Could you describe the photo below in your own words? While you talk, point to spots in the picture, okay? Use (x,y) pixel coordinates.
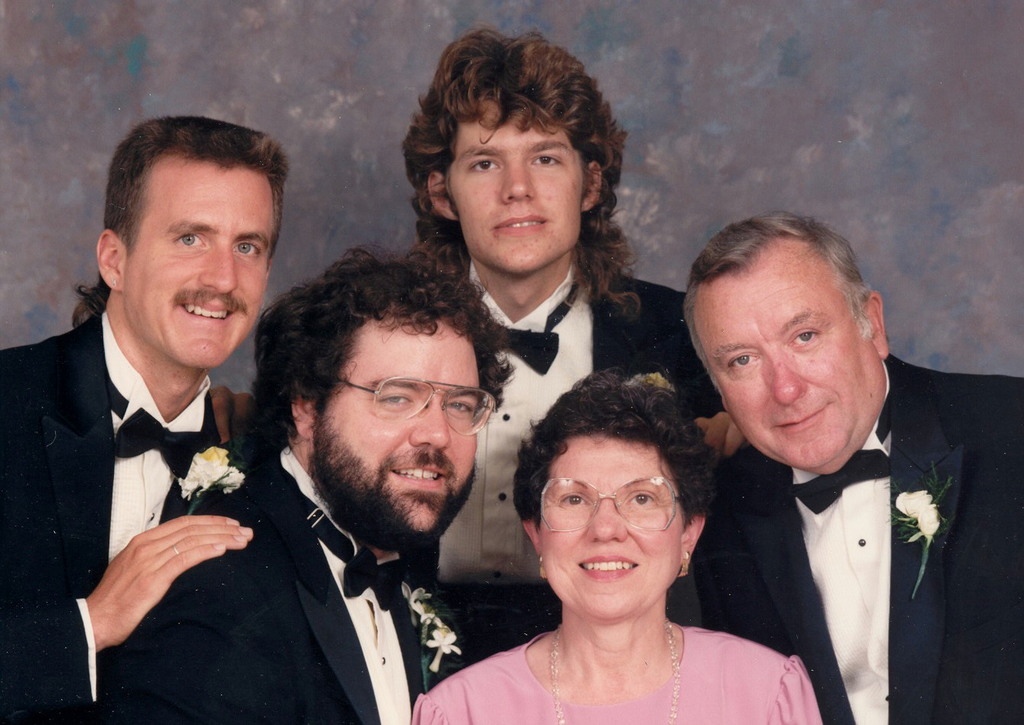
This picture contains five people (437,431). Out of them, four are men (470,345) and the one is a woman (542,660). All of them are smiling. The woman (602,652) in pink dress (702,683) is wearing spectacles (557,500). Behind them, it is grey in color. All of them are posing for the photo.
